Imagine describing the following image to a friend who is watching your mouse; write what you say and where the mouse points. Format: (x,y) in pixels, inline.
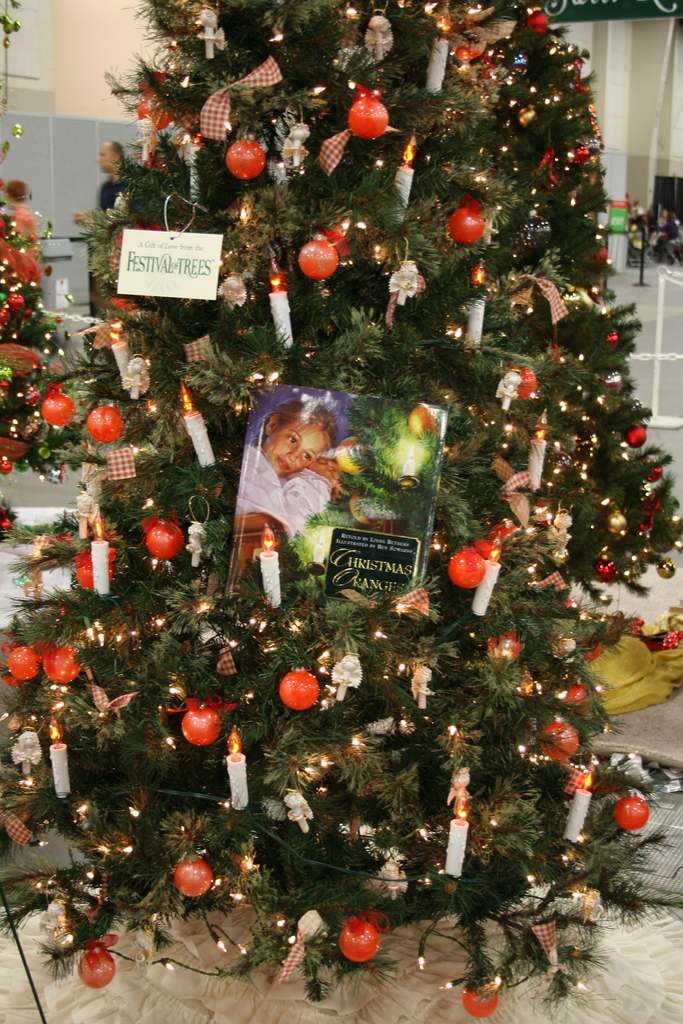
We can see Christmas tree (446,836) with decorative items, candles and boards (302,402). In the background (24,185) we can see people (110,180), stands (658,308), chain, boards (624,218), floor (676,313) and wall (638,77).
